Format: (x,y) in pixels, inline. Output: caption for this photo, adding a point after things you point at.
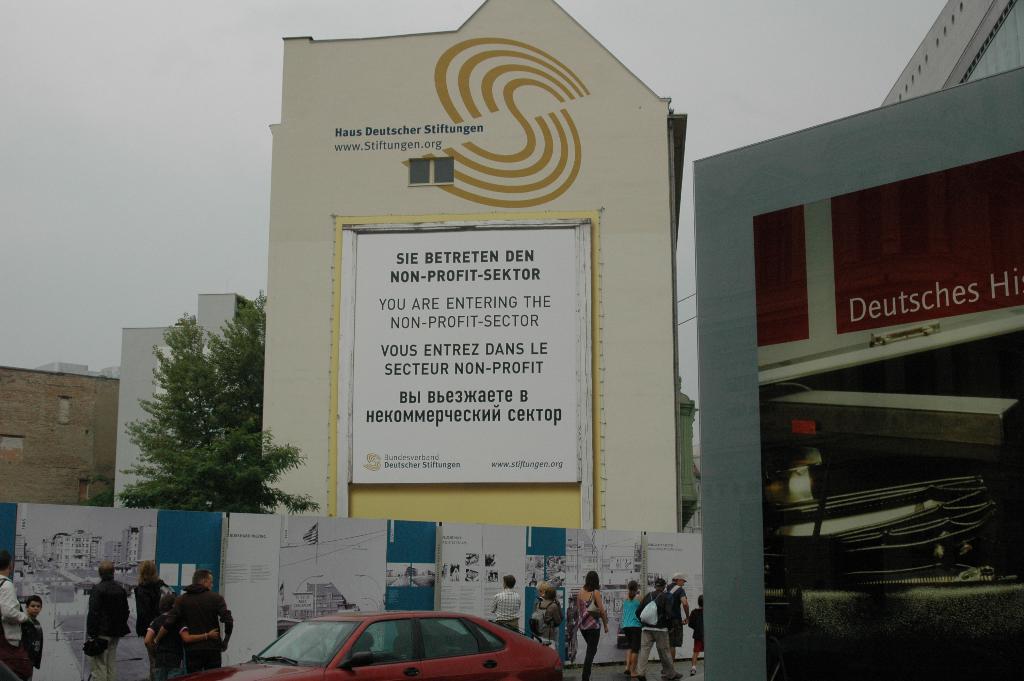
In this image I can see a car (347,618), few persons (593,596), the wall (326,591) and few banners (270,588) to the wall (274,601). I can see few trees (190,435) and few buildings (300,421). In the background (747,23) I can see the sky (242,223).
